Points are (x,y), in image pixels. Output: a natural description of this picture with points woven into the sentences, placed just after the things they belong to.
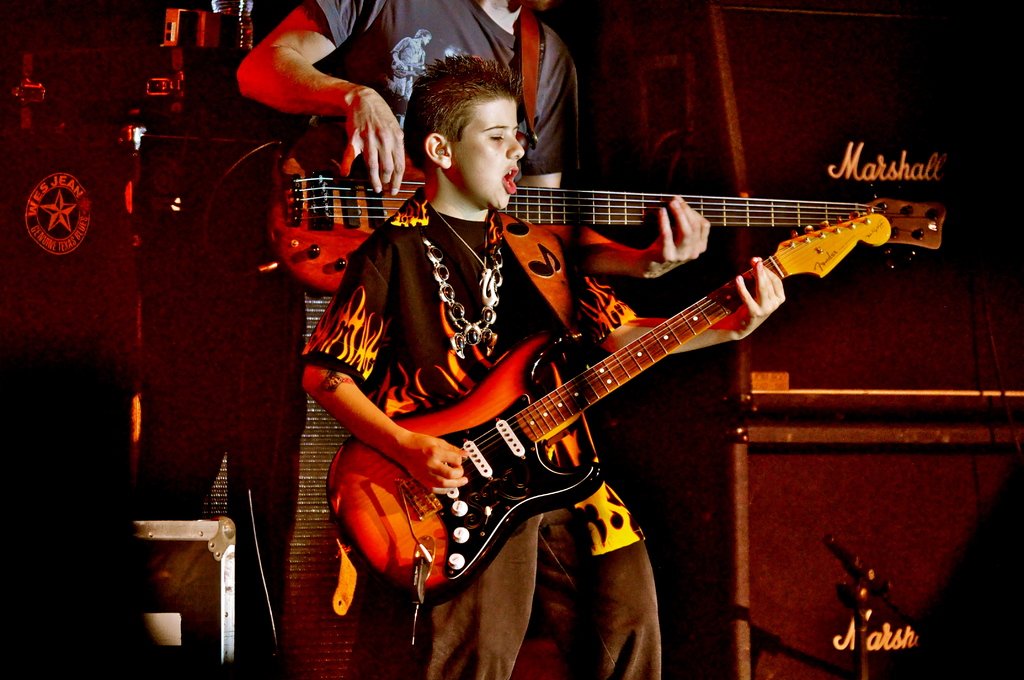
In this image we can see a man (440,46) and a boy (451,446) is holding guitar (749,216). Man (316,54) is wearing grey color t-shirt (377,79) and the boy (432,316) is wearing black color t-shirt (460,360) with jeans (619,596). Right side of the image (874,464) black color boxes (847,426) are there and one stand (859,610) is present.
